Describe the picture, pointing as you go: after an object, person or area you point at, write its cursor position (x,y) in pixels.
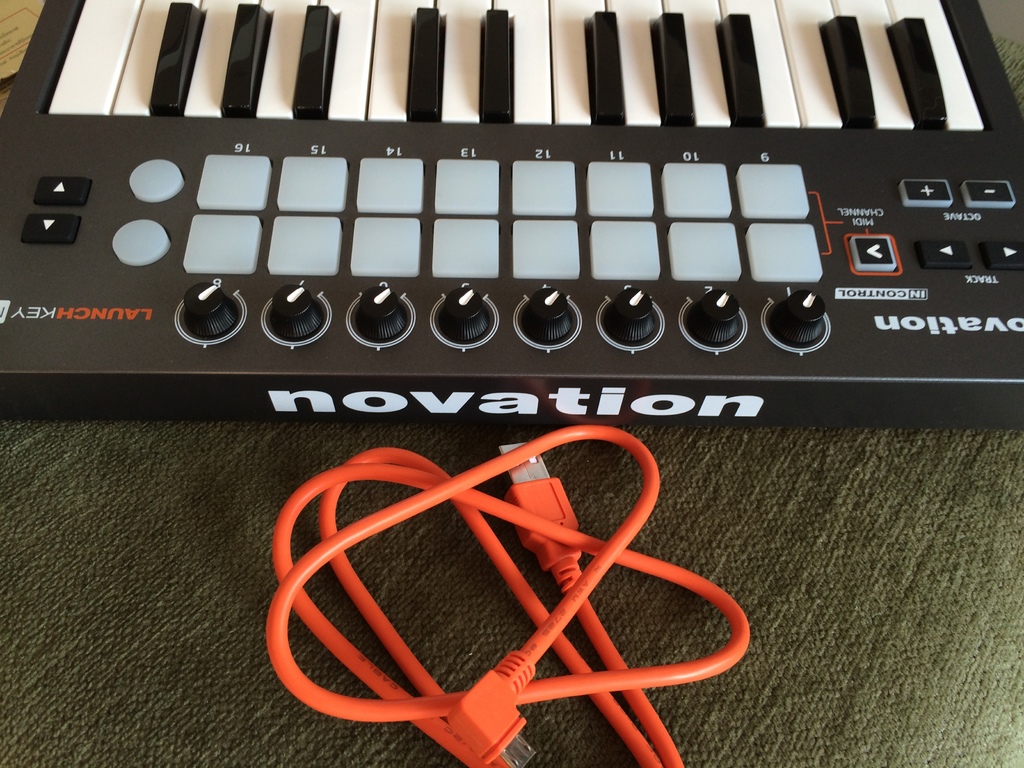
We can able to see piano keyboard (546,334) and cable (377,616).
